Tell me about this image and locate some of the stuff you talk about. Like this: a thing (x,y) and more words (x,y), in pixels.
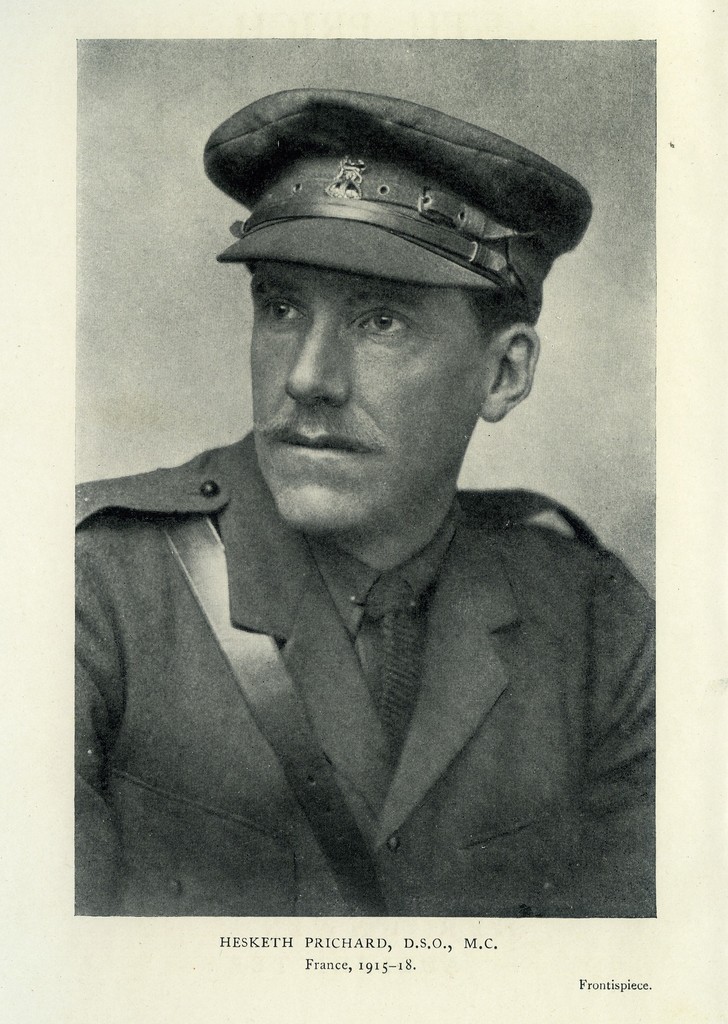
There is a photograph (393,551) of a man (252,809) in the image.
